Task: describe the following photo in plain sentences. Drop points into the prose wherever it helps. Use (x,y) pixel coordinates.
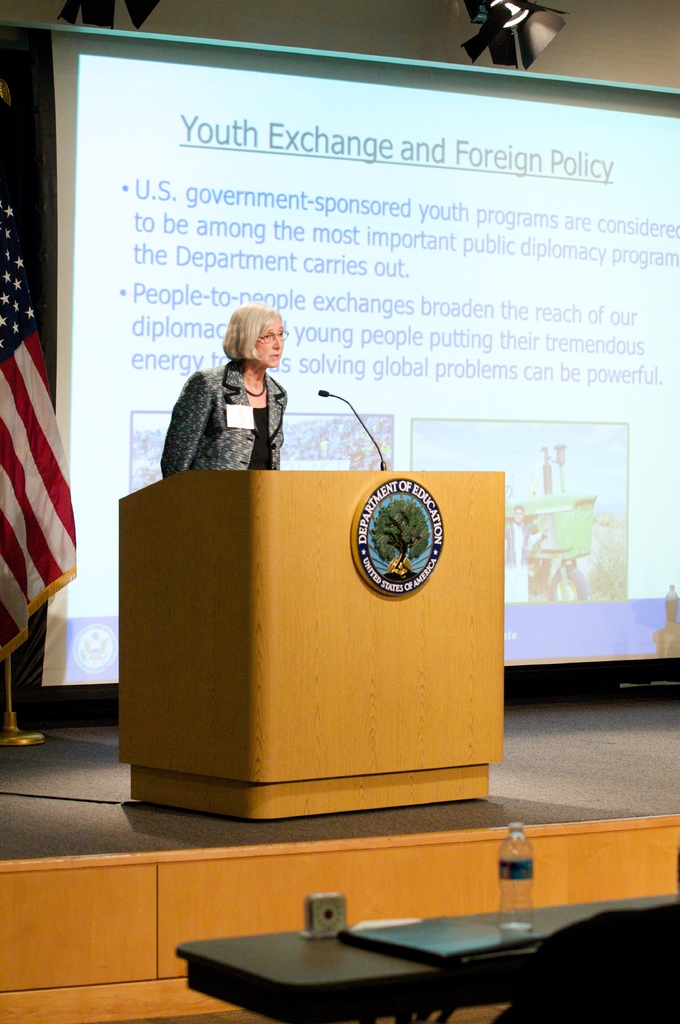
In this image we can see a lady (246,322) standing behind a podium (228,523) which consists of a microphone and a logo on it, behind her there is a screen (65,205) on which some text (516,315) and images (538,570) are projected, on the left side of the image (65,573) we can see a flag (61,582), at the bottom of the image (322,950) there is a table (309,951) which contains water bottle (528,917) and some objects (479,962), on the top of the image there is a light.
